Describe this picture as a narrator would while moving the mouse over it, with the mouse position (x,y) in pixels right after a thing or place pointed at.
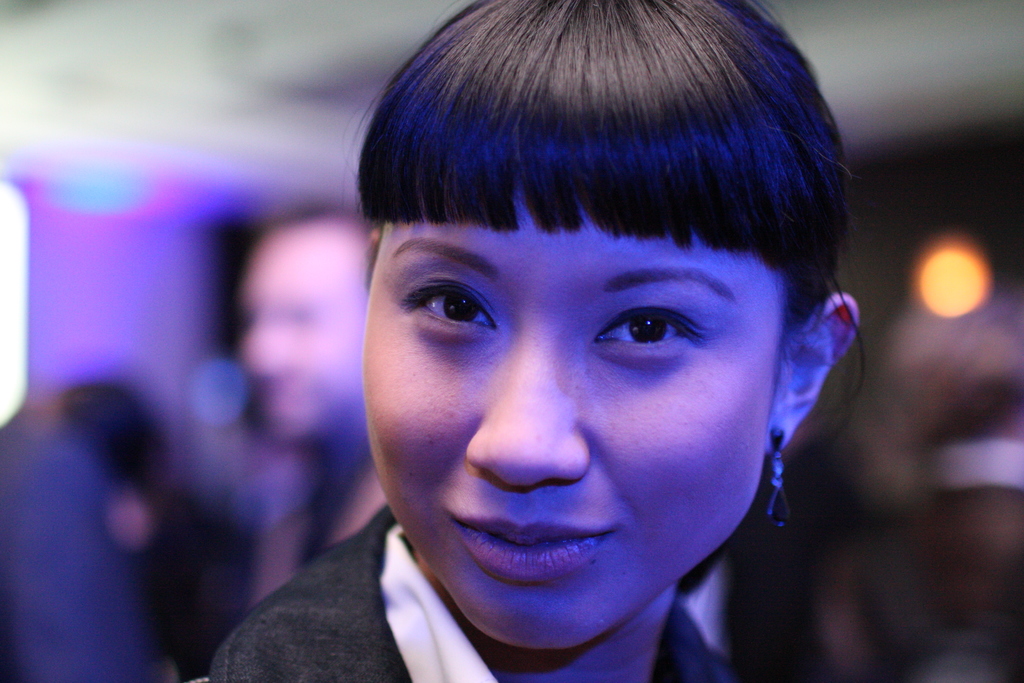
A beautiful woman (344,654) is looking at this, she wore black color top (357,653).
